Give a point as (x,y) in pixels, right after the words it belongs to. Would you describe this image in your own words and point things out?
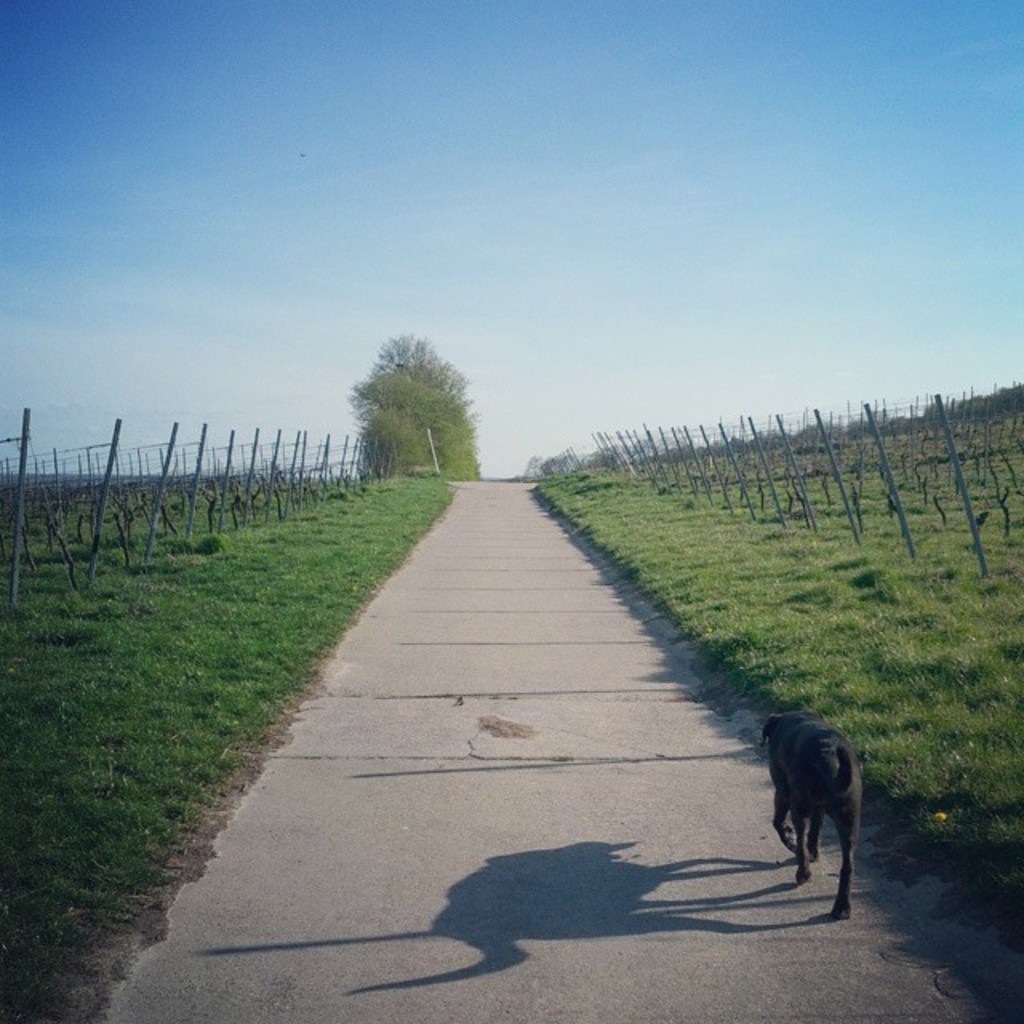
In this image at the bottom (815,756), there is a dog (806,791), it is walking. On the left (268,666) and right there are fences (113,456), grass (223,610). In the background (539,444) there are trees (589,466), sky (547,417) and clouds (314,367).
